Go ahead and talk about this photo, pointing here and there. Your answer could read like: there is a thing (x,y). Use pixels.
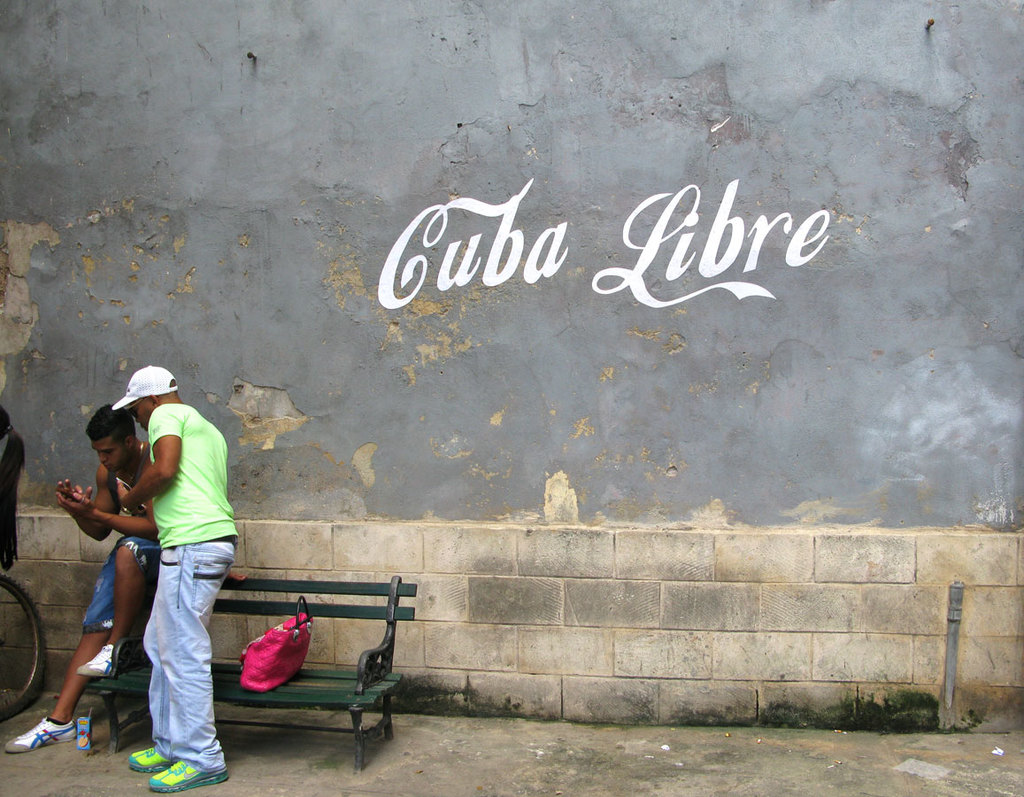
In this image we can see two people (200,755) and one among them is holding an object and looking and there is a bench (263,700) and on the bench (319,687) we can see a bag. To the side, we can see bicycle wheel (32,683) and in the background (649,622), we can see the wall (712,450) with some text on it.
